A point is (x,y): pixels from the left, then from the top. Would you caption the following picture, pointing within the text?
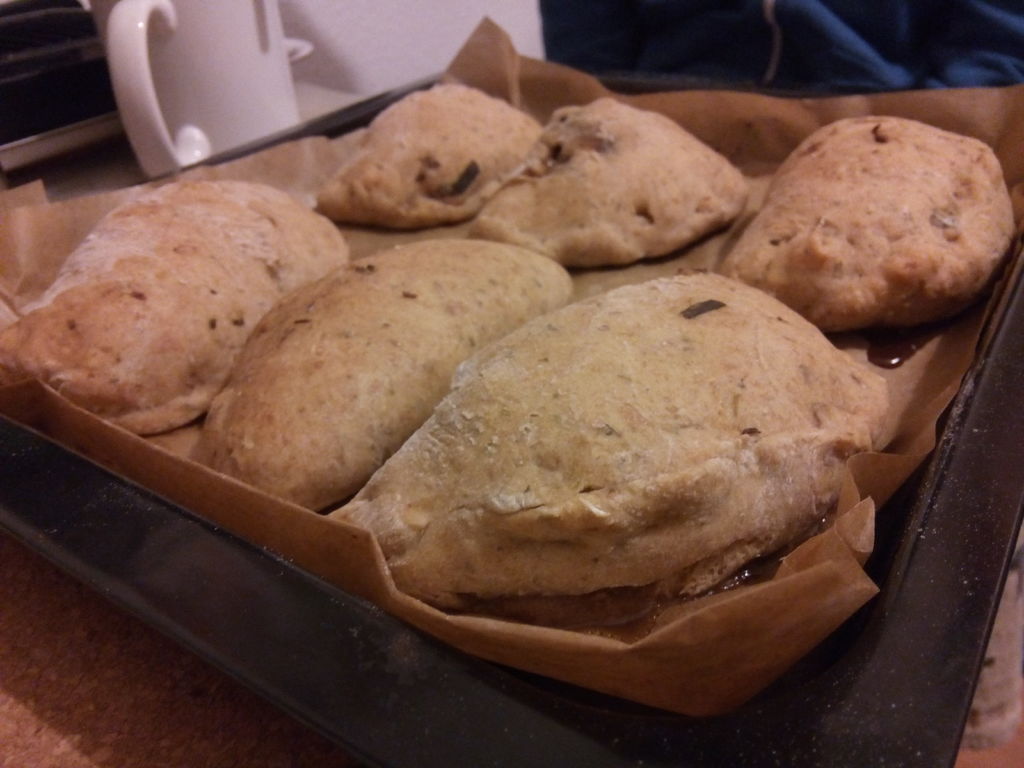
These are the food items (625,309) in a black color plate (884,567).
